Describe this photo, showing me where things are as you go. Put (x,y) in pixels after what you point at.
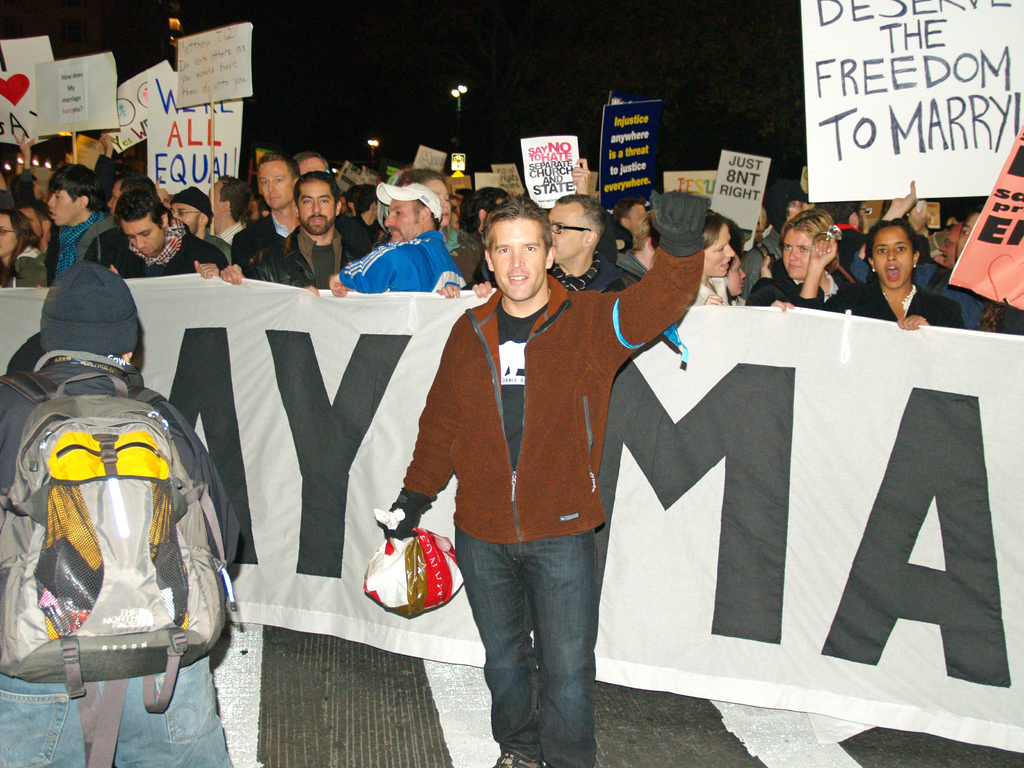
the picture contains there are so many people (562,217) standing on the floor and they are holding some papers (232,83) and the background (308,100) is very dark.
